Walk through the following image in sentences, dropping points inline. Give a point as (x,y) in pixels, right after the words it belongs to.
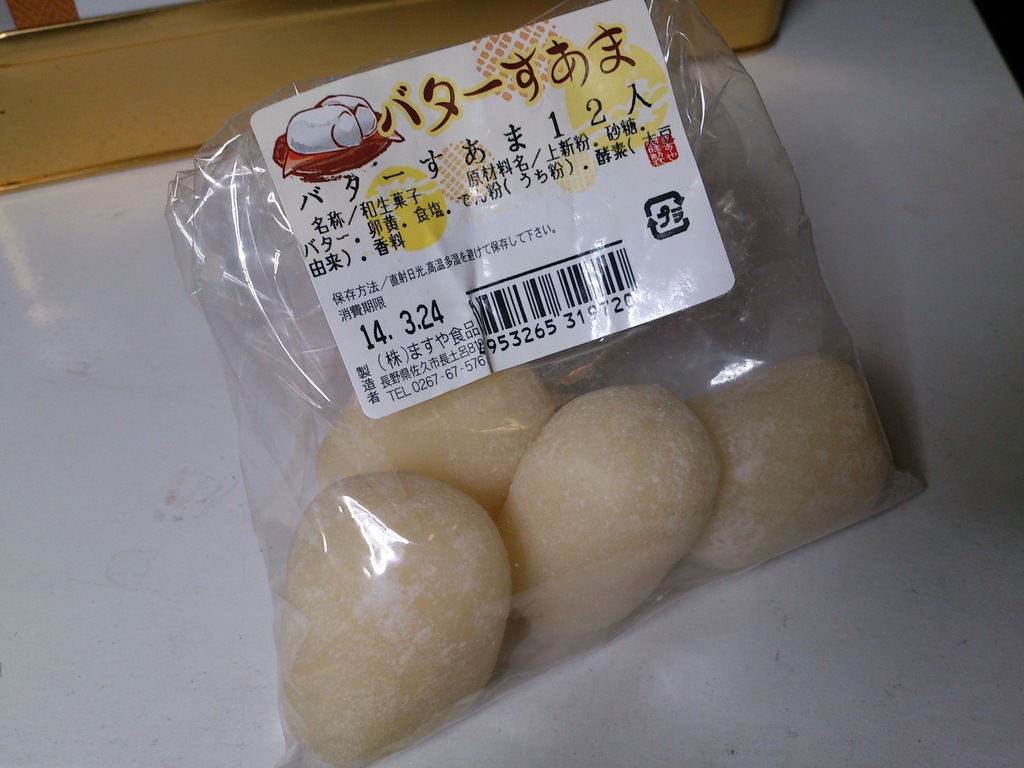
In this image we can see some food (632,558) inside a cover (296,357) which is placed on the table (175,562). We can also see a sticker (507,332) pasted on the cover (504,375) containing some text (505,349) and a bar code (525,333).
